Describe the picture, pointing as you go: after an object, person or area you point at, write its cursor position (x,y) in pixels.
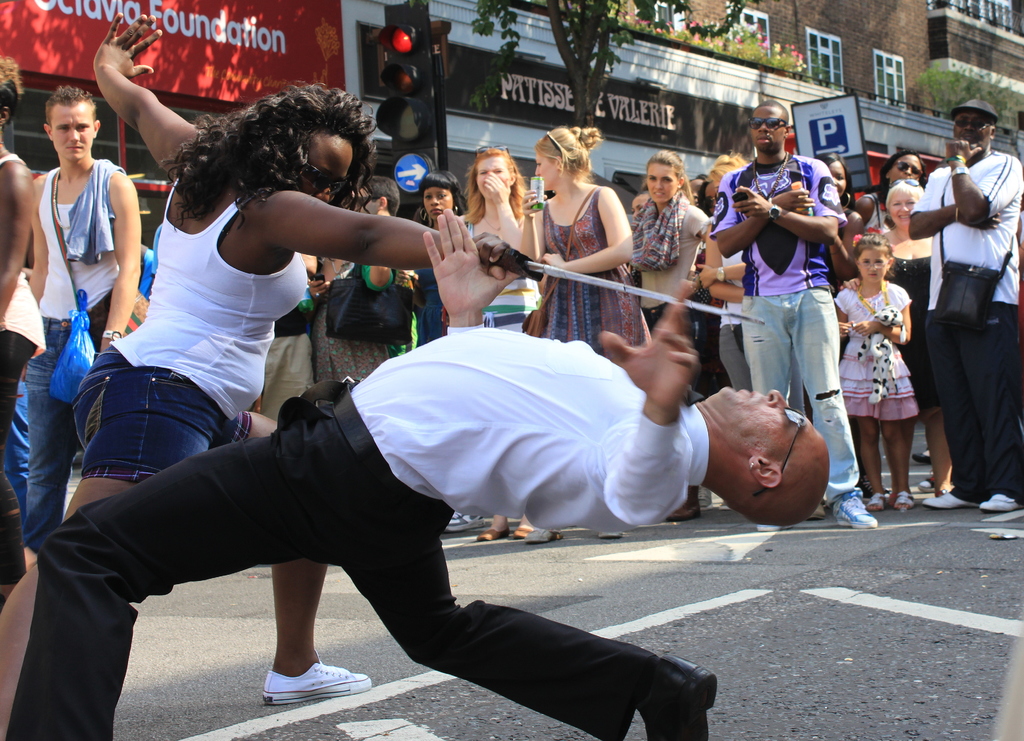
In this image there is a women (245,254) holding a knife (543,272) and doing some activity, in front of the women (247,398) a man (362,453) is bending, in the background (897,200) there are people (601,195) and shops (526,68) and there is a signal pole (415,85) and a board (834,116).
